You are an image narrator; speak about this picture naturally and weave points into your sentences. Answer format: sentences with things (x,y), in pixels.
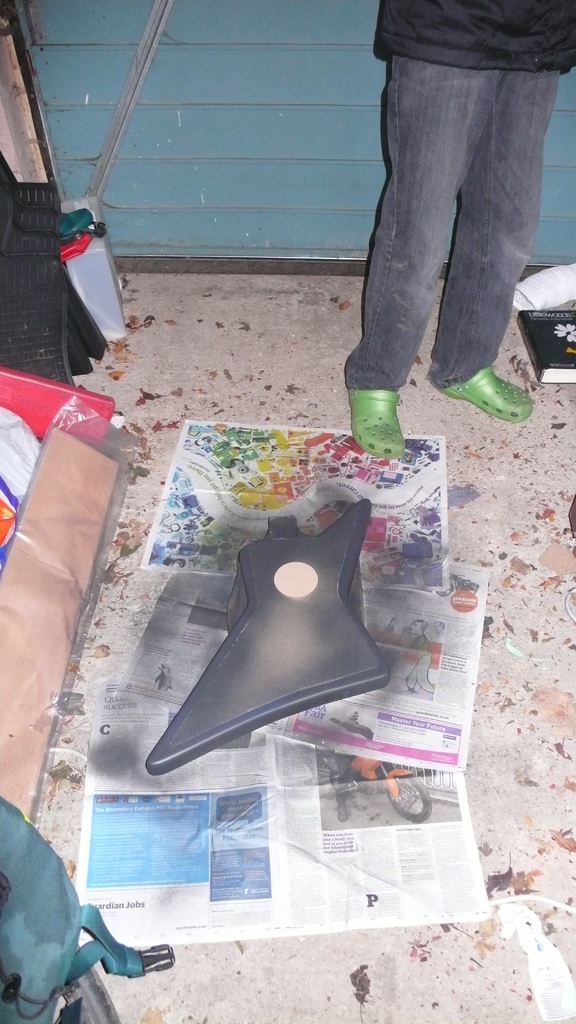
In this image we can see a black color object (259,686) is placed on the papers (175,498) is kept on the floor (516,652). Here we can see bag (31,954), some objects (24,616), book (560,331) and a person's legs (403,374) wearing green color footwear (511,408).
